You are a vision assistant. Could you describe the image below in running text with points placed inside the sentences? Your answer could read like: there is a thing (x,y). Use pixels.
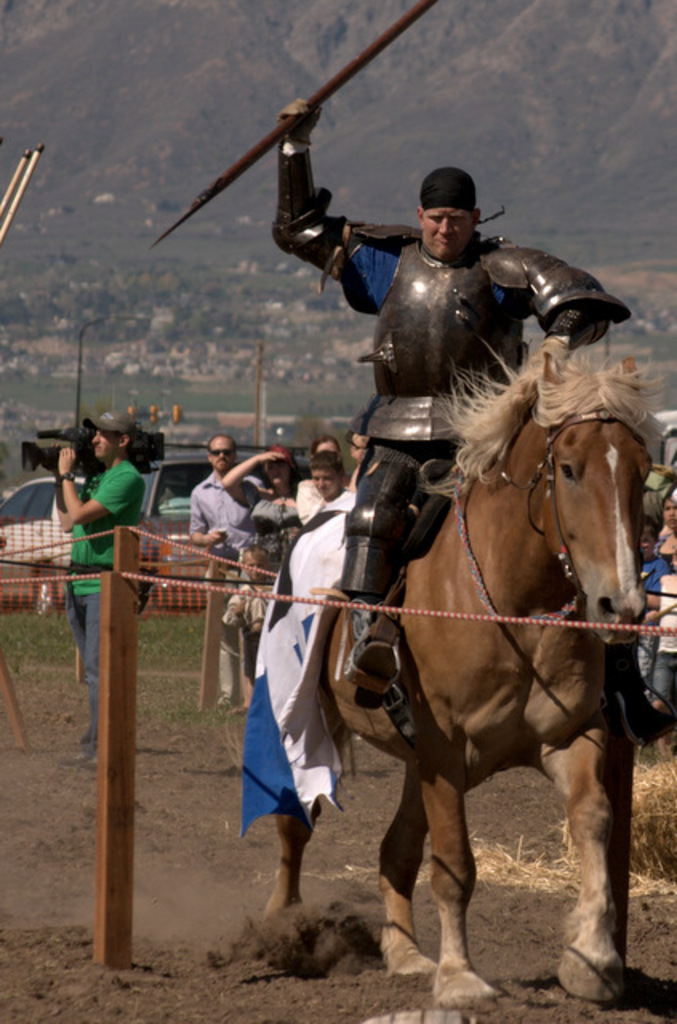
In this image we can see a group of people (350,491) standing. A person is riding a horse (482,634) and holding an object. There are few hills (355,120) in the image. There are many houses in the image. There are few vehicles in the image. There is an object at the left most of the image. There is a rope barrier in the image.
